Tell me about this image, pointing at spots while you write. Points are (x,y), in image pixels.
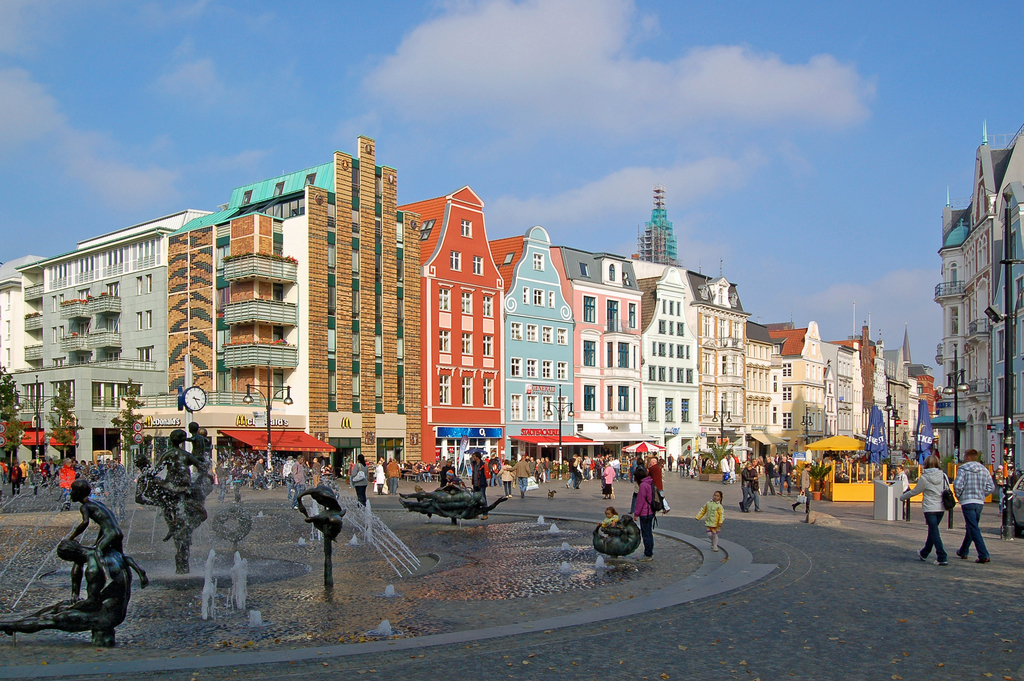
In this image I can see number of sculptures (80,495) and water fountains (470,523) in the front (680,593). I can also see number of people (715,507) on the roads (763,640). In the background (71,342) I can see number of buildings (580,396), number of poles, street lights (954,401), clouds (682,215) and the sky (491,178). On the left side of the image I can see a clock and I can also see few people (935,464) are carrying bags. On the right side of this image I can see a car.
